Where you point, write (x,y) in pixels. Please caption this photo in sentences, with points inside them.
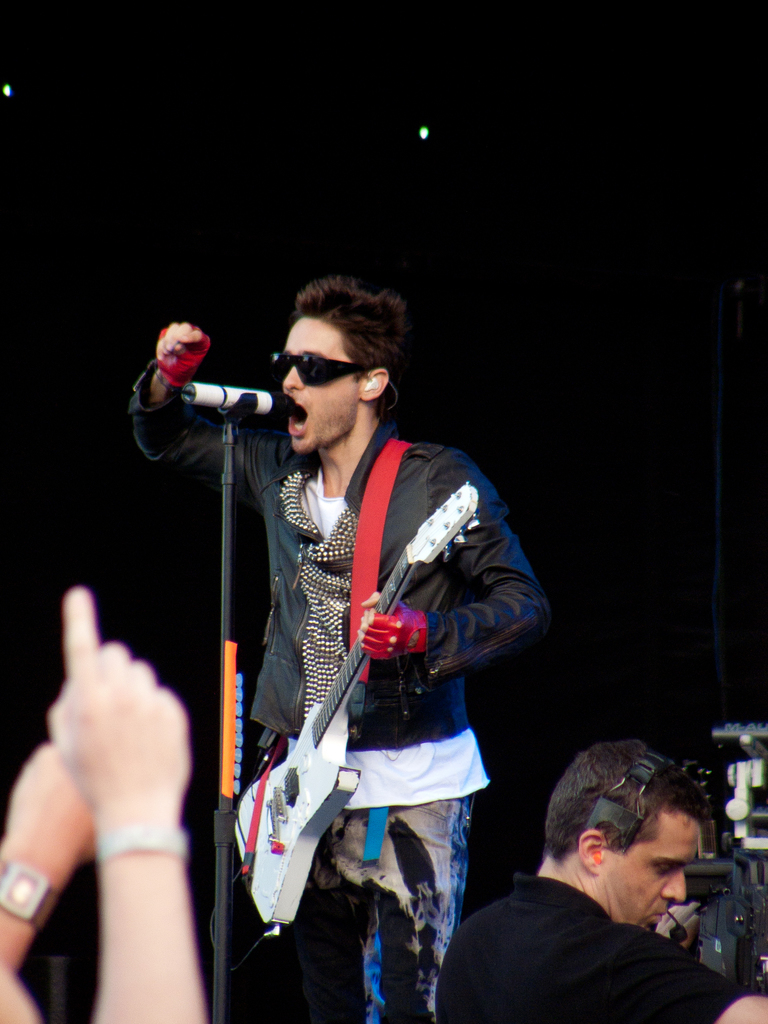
In the picture we can see a man (512,593) standing and singing a song in the microphone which is to the stand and he is holding a guitar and in front of him we can see some person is standing and one person hand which is raised.
